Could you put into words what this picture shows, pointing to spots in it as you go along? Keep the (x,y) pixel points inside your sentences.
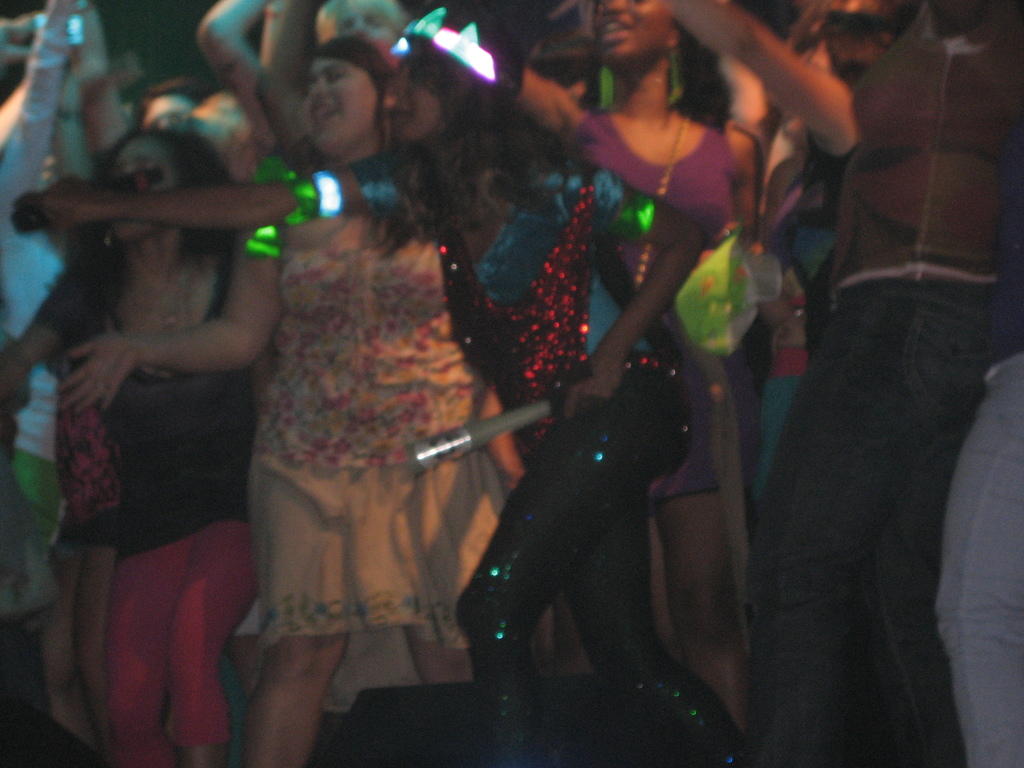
In this picture there are people (791,334) in the center of the image (473,279), they are dancing.
